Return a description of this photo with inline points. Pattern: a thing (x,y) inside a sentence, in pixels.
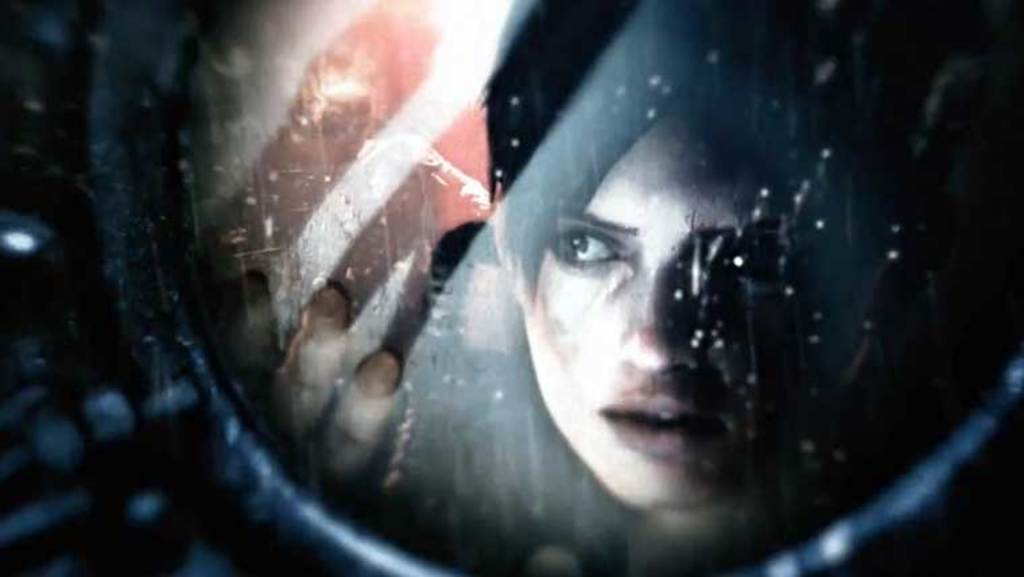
In this picture there is a girl (503,183) on the right side of the image (810,200).
